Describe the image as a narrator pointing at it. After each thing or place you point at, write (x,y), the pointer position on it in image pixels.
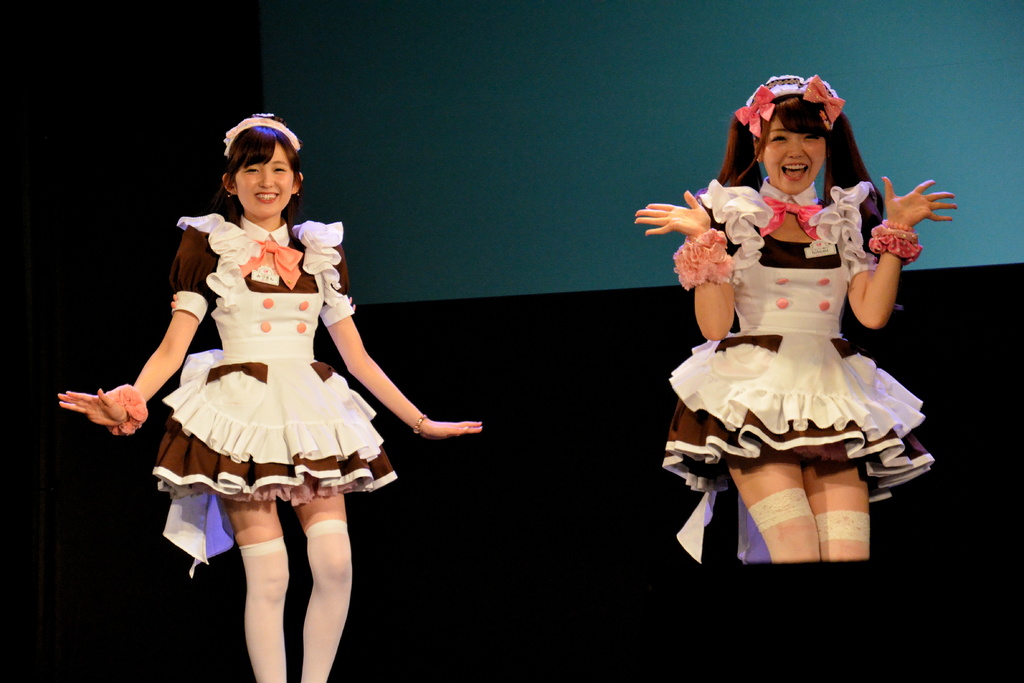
In this image I can see two people (793,444) are standing and wearing white, brown and peach color dresses (300,322). Background (186,88) is in black and blue color.
